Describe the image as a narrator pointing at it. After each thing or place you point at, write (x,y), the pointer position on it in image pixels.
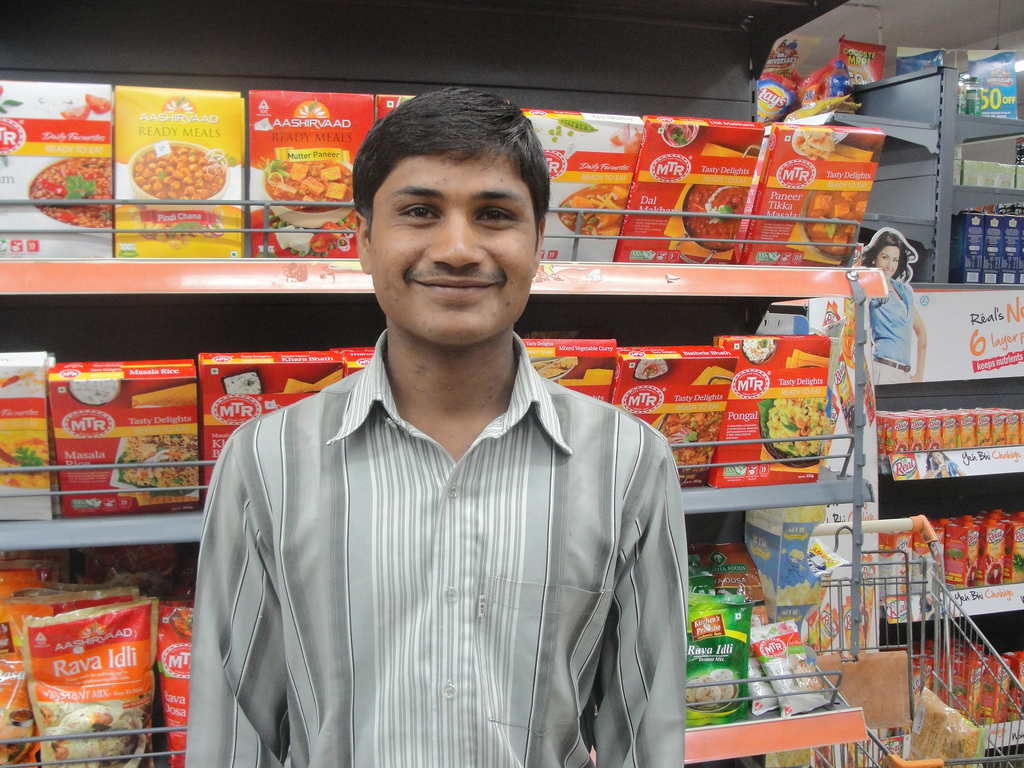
In this picture there is a man (487,751) who is standing in the center of the image (620,471), there are grocery racks (581,144) and a trolley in the background area of the image (656,215).
